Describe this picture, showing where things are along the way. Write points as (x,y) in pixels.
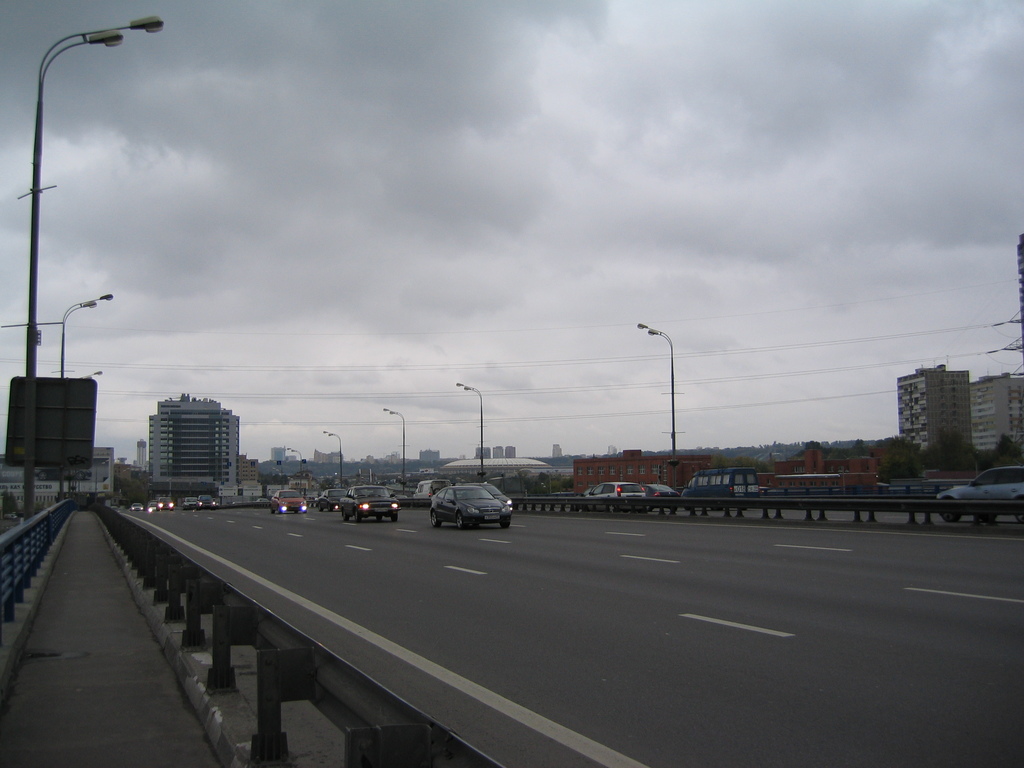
The picture is taken outside a city (585,478). In the foreground of the picture (646,568) there are road (631,576), railing (412,712) and footpath (112,604). In the center of the picture (461,497) there are cars (449,499), buildings (665,478), street light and trees (763,457). Sky (229,293) is cloudy.
